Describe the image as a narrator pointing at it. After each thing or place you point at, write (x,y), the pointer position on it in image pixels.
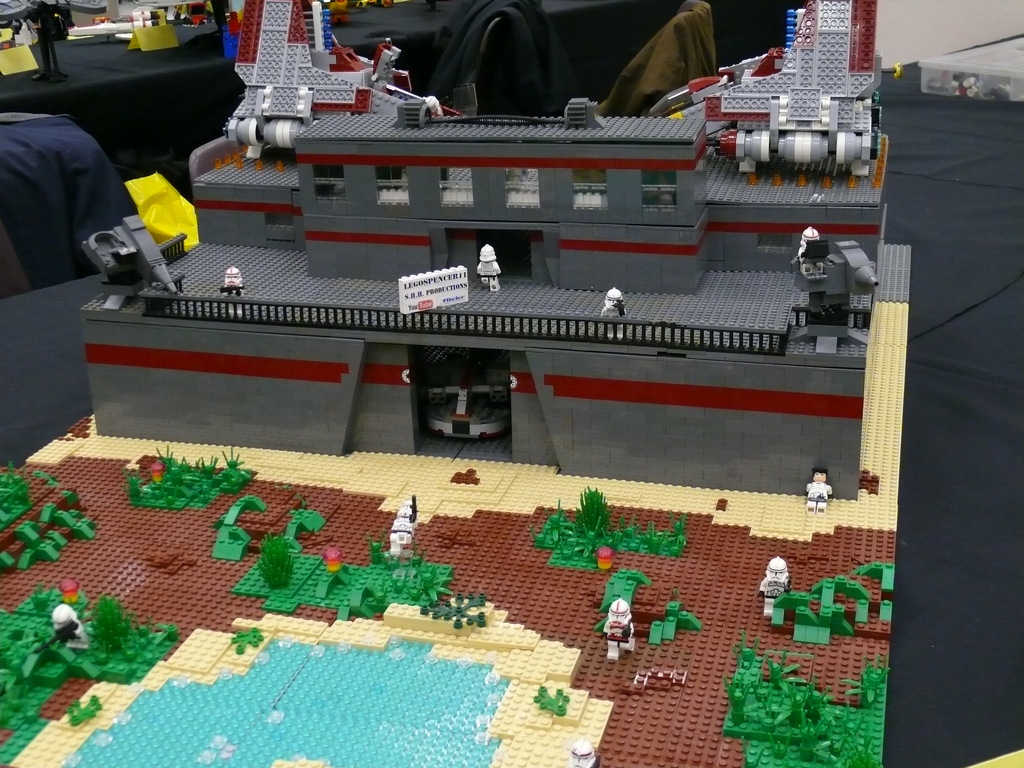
In this image in the foreground (386,571) there is a project model (423,467). In the model (419,370) there is building (516,219), grass (272,568), people (612,630), ship (480,426), tank (497,438) and few other things (427,273) are there. It is kept on a table (902,191). Here there is a box (934,88). In the background (62,104) there are tables (86,88). These are looking like coats (675,54). Here there is a person (42,174).
